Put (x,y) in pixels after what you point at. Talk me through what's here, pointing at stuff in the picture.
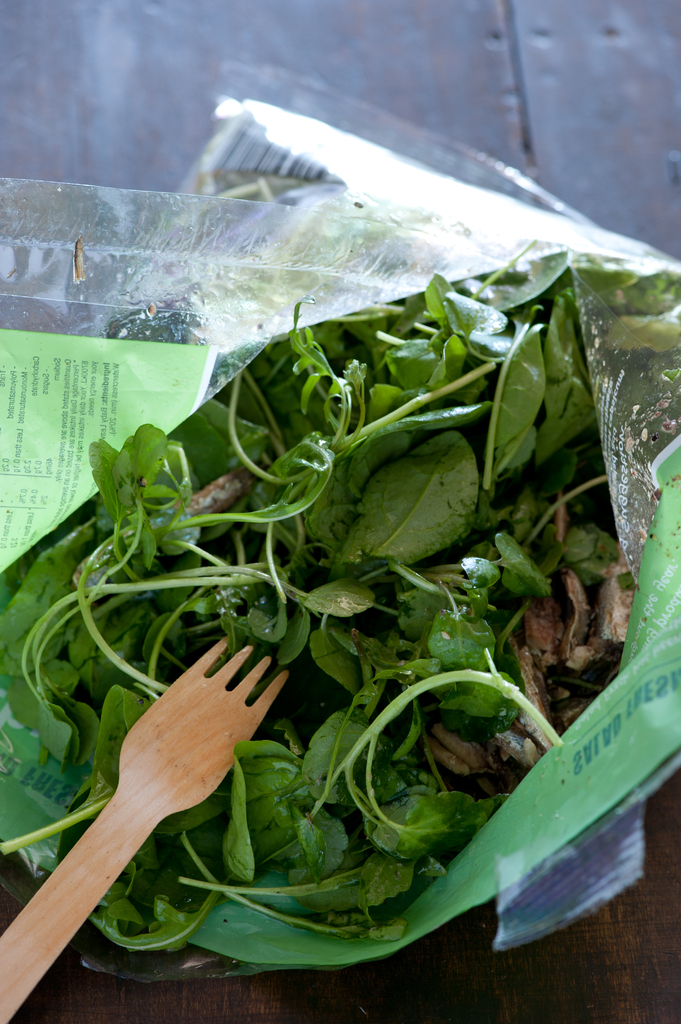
In this given picture, We can see vegetable (298,461) in a plastic bag (425,287) and a wooden fork (189,737).
